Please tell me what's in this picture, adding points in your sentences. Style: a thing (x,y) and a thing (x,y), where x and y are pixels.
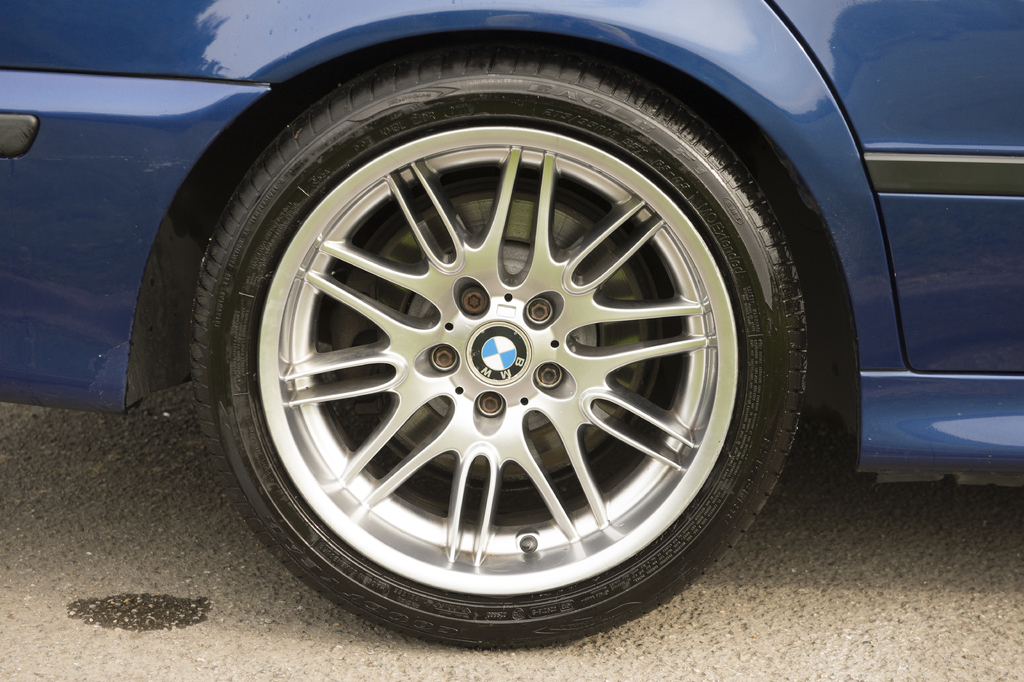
In this image we can see car tyre (720,483) on the road (966,623).
